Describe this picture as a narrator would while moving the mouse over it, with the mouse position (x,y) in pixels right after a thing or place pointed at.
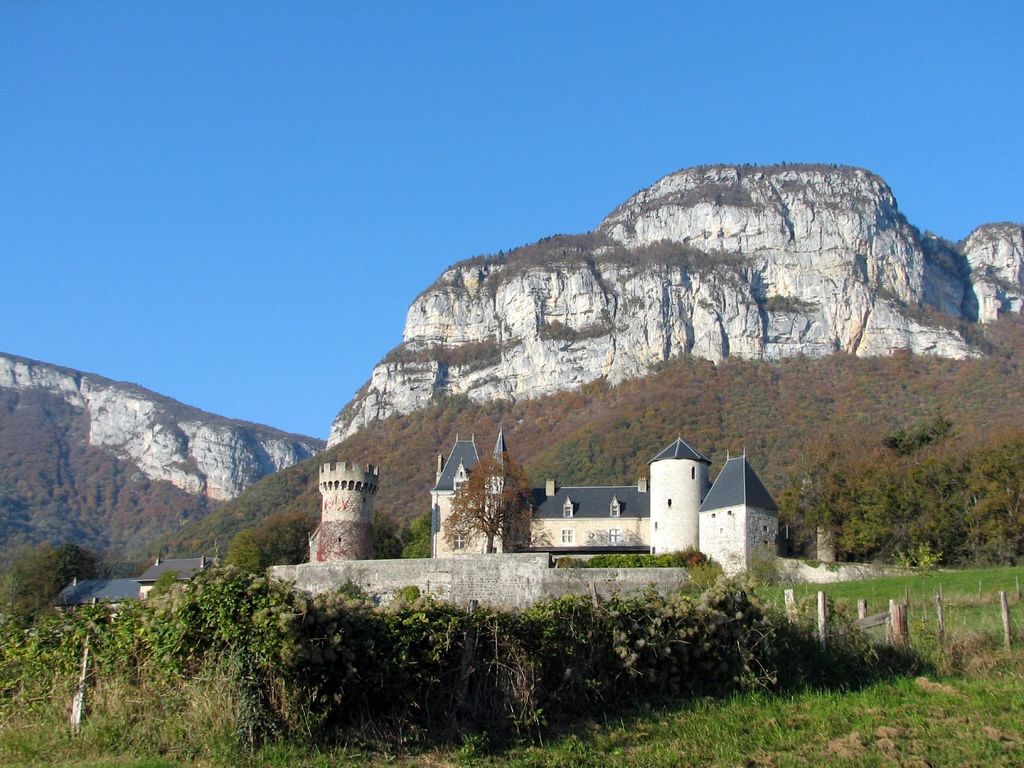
In the foreground of the picture (643,635) there are trees (31,579), plants (707,641), fencing (1010,628), building (155,574) and castle (621,552). In the middle of the picture (527,369) we can see mountains (345,419) and trees (206,500). At the top (354,121) it is sky (491,157).
